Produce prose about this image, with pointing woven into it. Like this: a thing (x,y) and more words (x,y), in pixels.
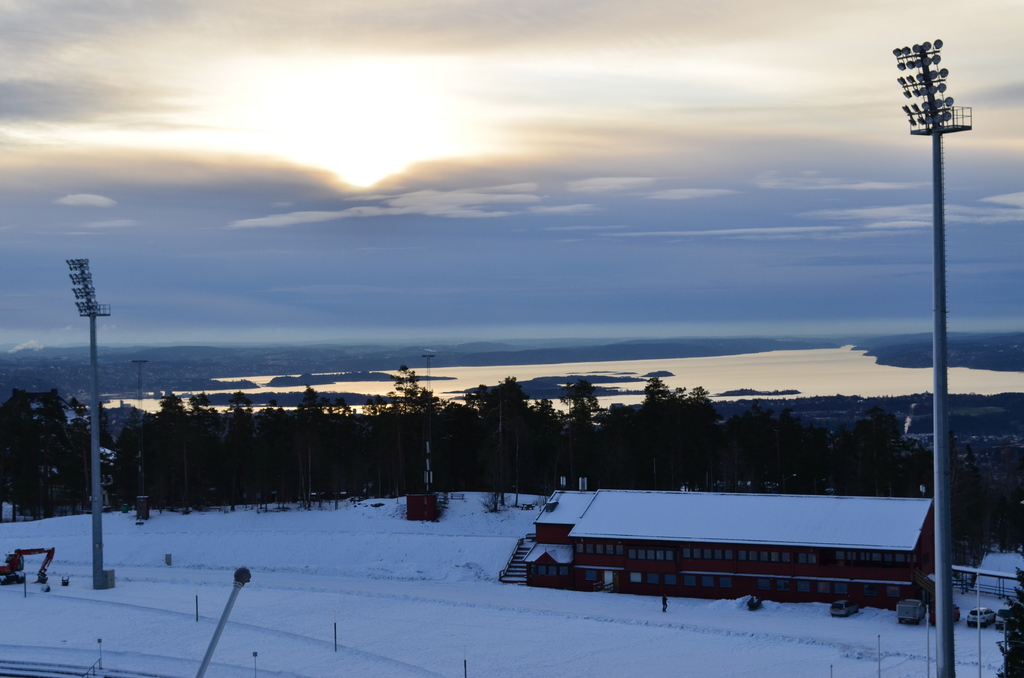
In this picture we can see a house (882,552) with windows (763,552), vehicles (921,604), snow (726,670), poles (938,603), lights (928,88), trees (630,414) and in the background (364,156) we can see the sky (522,78).
